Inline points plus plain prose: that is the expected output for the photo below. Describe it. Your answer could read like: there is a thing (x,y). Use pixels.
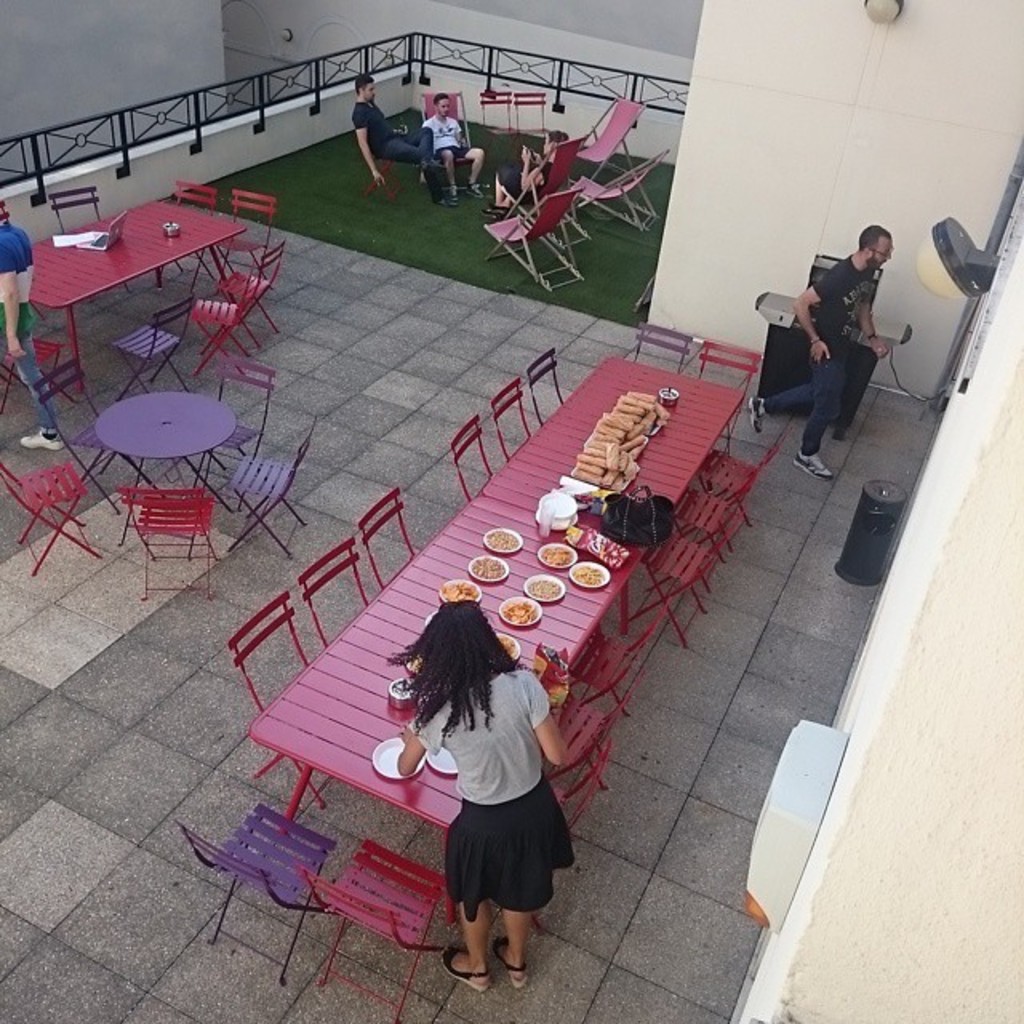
In this picture we can see three persons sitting on the chairs (581,204). This is grass (379,219). Here we can see some chairs (286,493) and these are the tables (140,260). On the table (386,666) there are plates (489,558), food (598,538), bag (620,537), and a bowl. And this is bin (872,548). Here we can see a wall (872,110).
